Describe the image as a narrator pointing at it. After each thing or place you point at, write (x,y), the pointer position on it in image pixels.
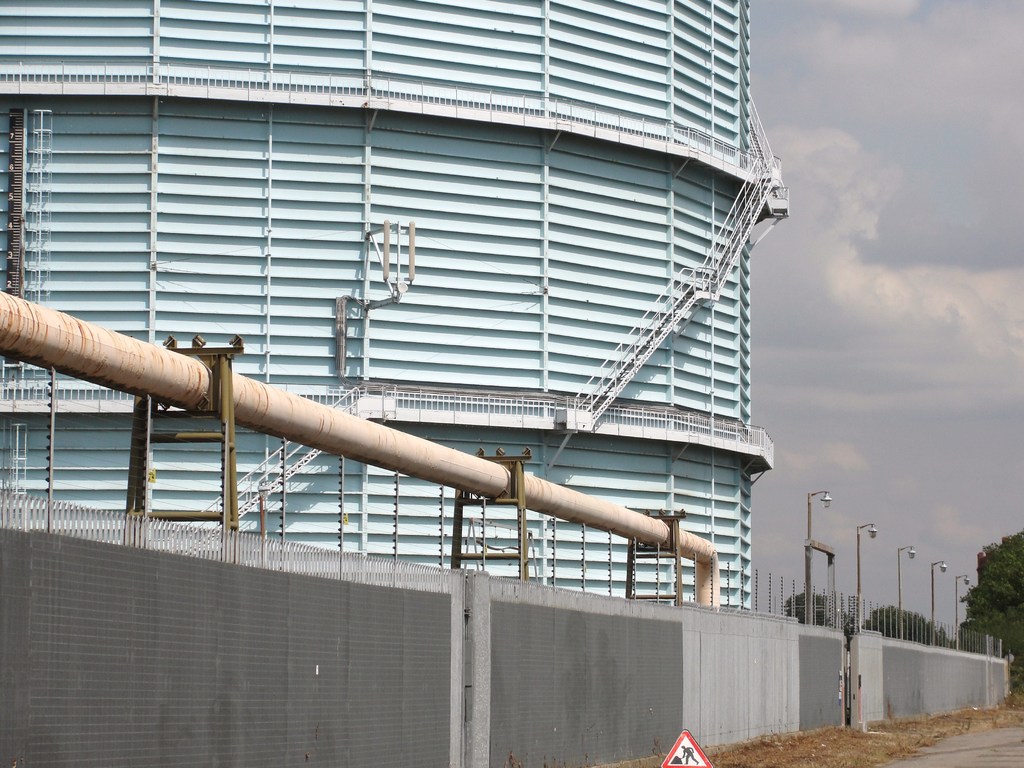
In this picture I can observe a building (316,301). There is a railing (470,400) and a staircase (674,299). I can observe a pipeline (624,512) and a wall (540,663). In the background (992,593) there are trees (1015,567) and a sky (828,275).
